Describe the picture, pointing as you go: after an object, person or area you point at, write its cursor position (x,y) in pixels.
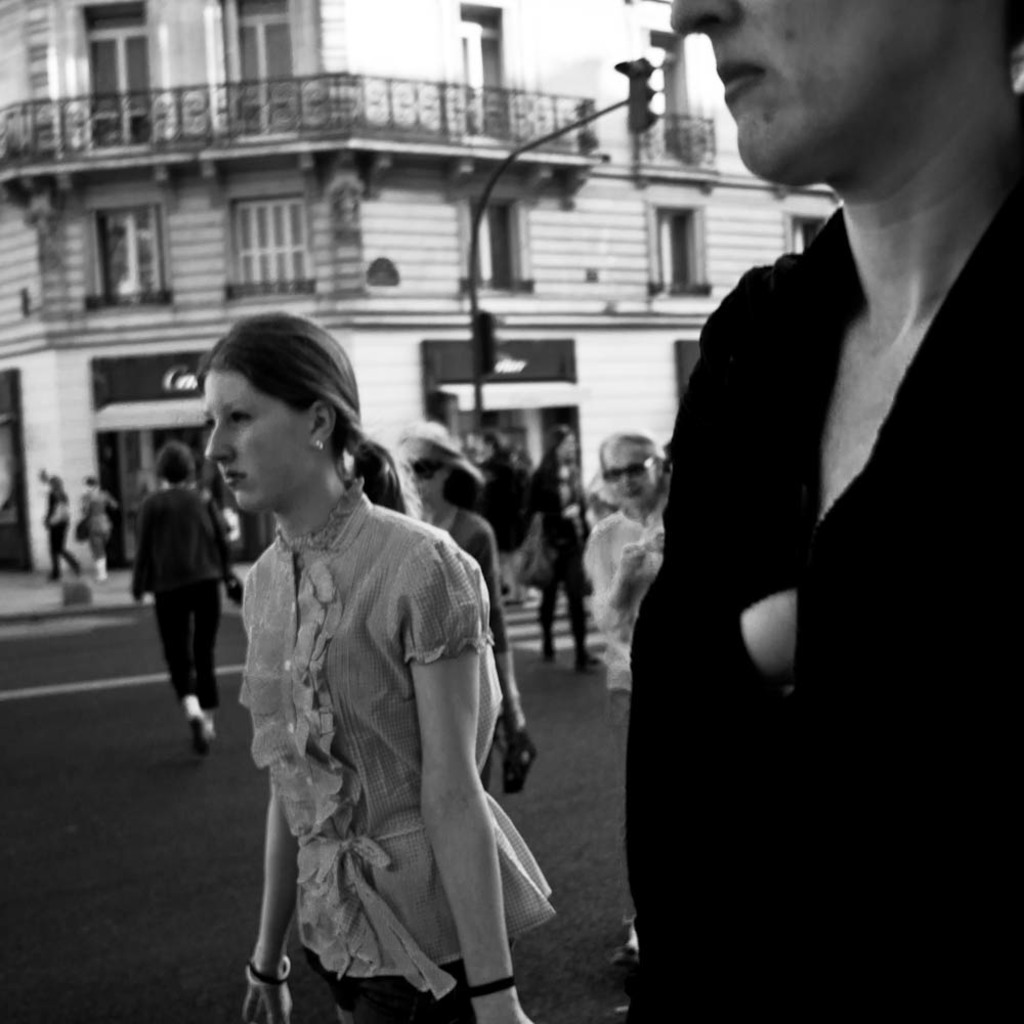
This is the black and white image where we can see these people (937,411) are walking on the road (221,842). The background of the image (194,6) is slightly blurred, where we can see traffic signal poles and the building (327,295).
